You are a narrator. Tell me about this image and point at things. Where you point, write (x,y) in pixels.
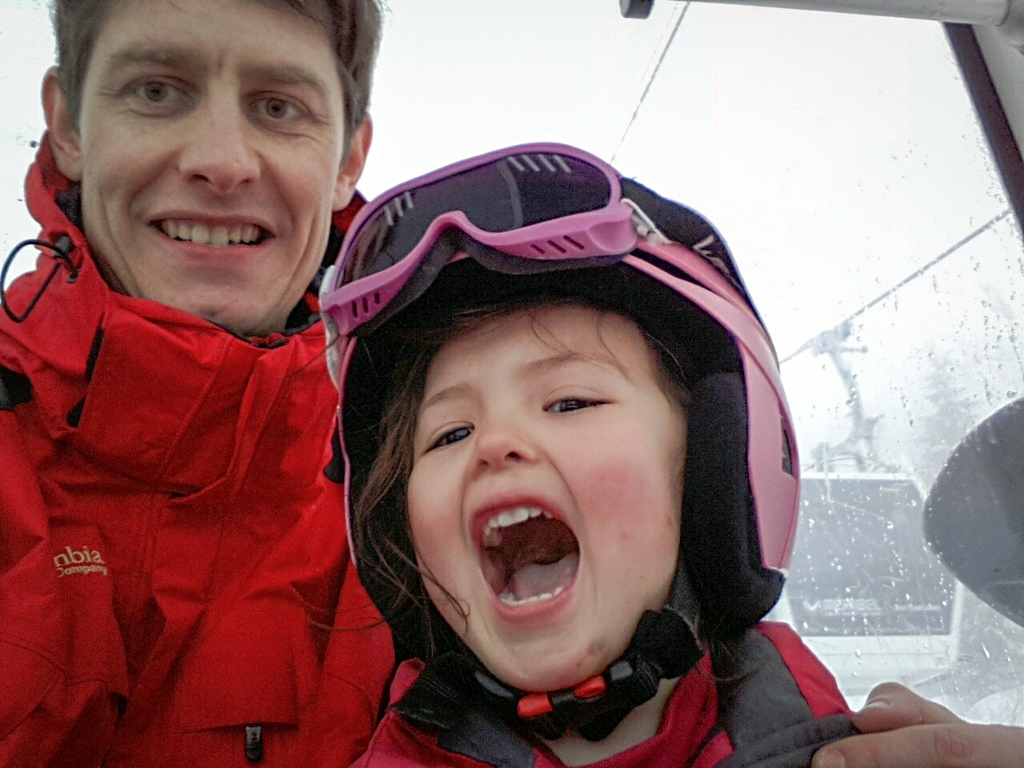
In this image we can see a man (197,516) and a kid (535,603) smiling. They are wearing jackets (424,725).
